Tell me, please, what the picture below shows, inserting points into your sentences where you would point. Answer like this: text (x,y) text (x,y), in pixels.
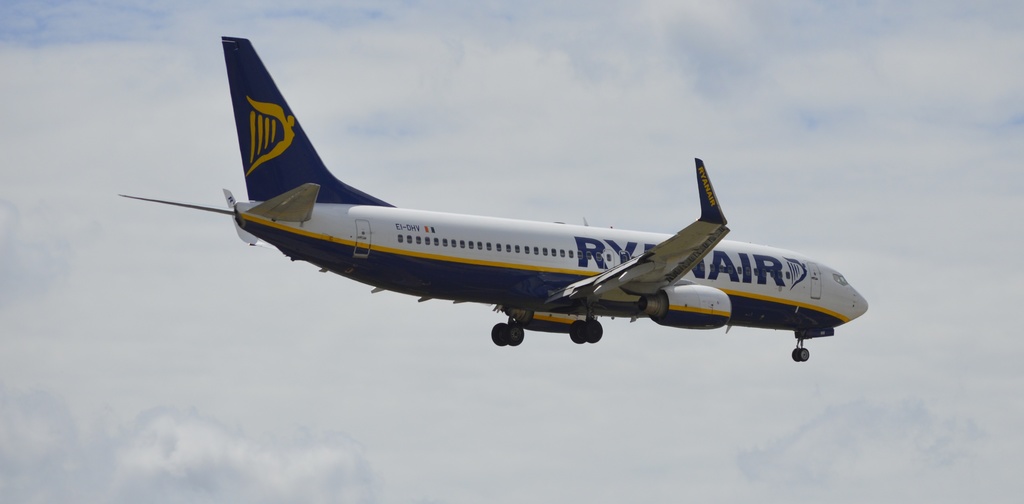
In this image we can see a airplane (577,275) in the sky (202,144).
